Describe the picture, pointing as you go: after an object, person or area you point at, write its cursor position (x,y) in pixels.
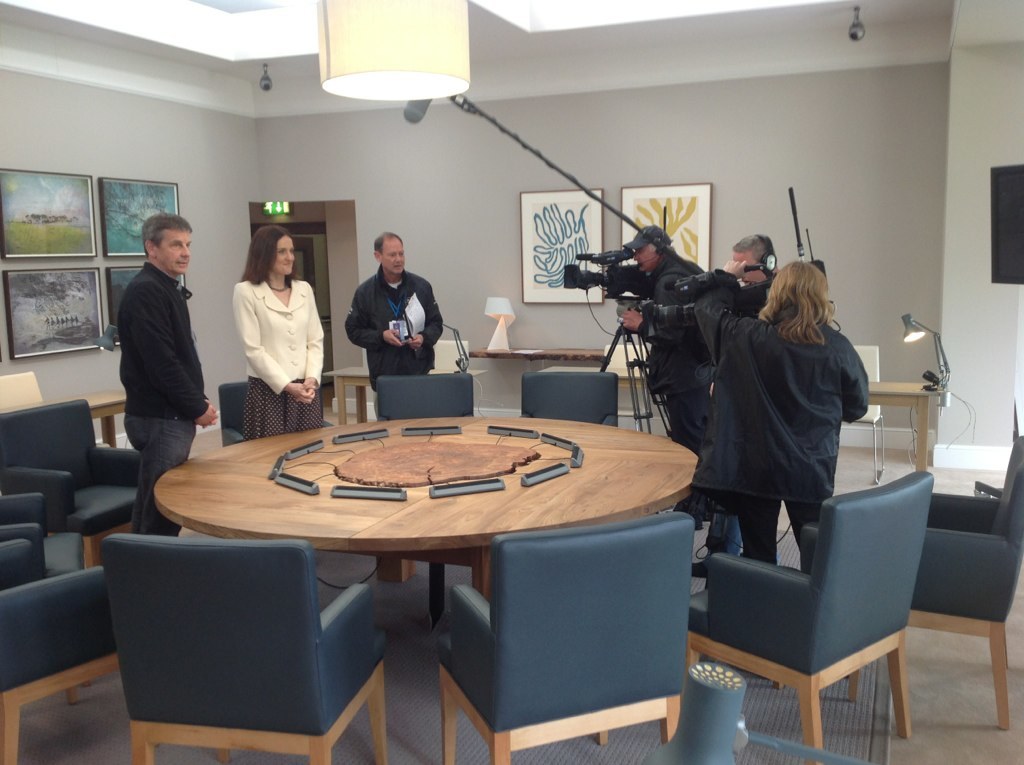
In this picture there is a table (634,445) in the center of the image (652,497) and there are chairs (451,395) around the table (427,443) and there are people (282,282) those who are standing on the left side of the image (259,359) and there are other people (724,313) on the right side of the image (778,319), they are taking photos and there are tables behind them and there are portraits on the wall (621,186) and there are cameras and lamp (326,3) on the roof (518,44) at the top side of the image (422,8).
